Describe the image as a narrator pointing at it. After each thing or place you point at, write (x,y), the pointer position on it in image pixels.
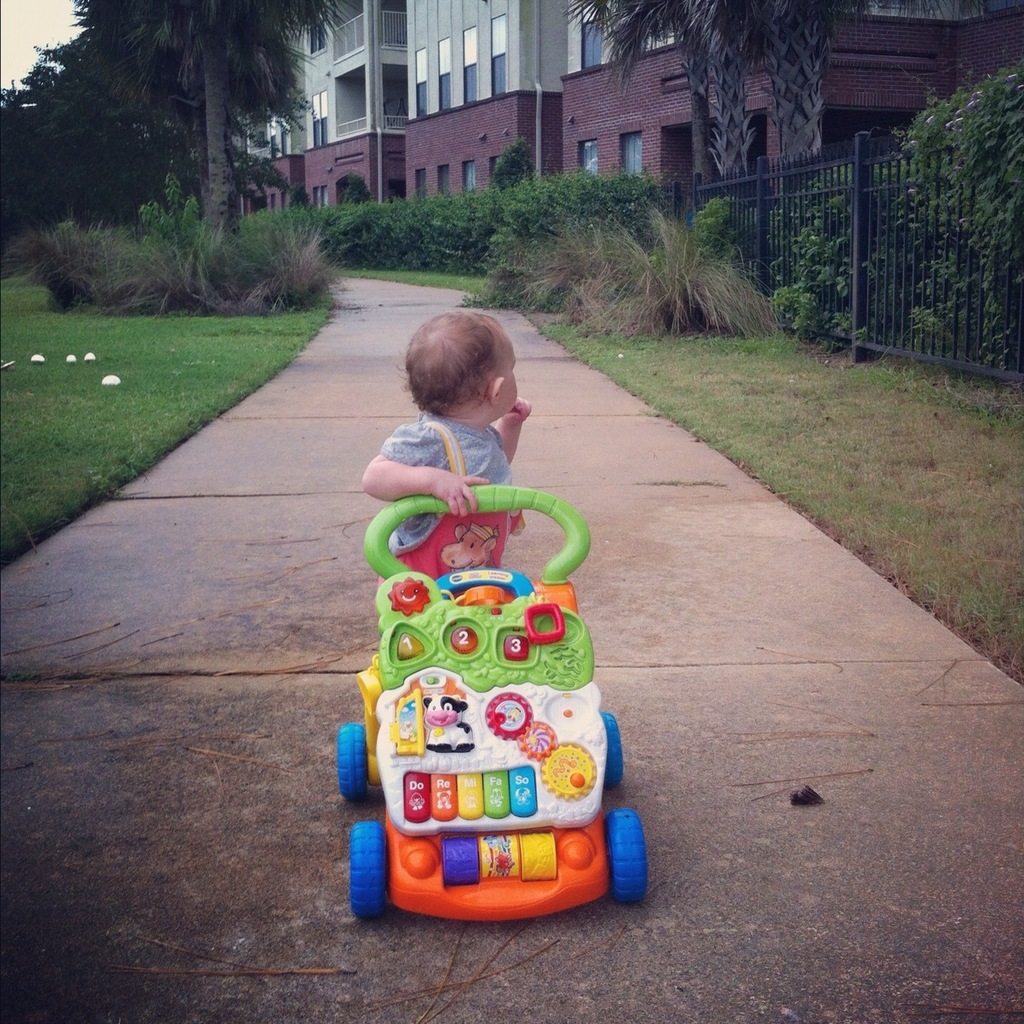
In this image, we can see a baby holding the plastic walker toy (446,740), there is grass (129,359) on the ground (125,346) at the left side (147,359), there are some green color plants (414,201) and trees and there are some buildings (451,111).
